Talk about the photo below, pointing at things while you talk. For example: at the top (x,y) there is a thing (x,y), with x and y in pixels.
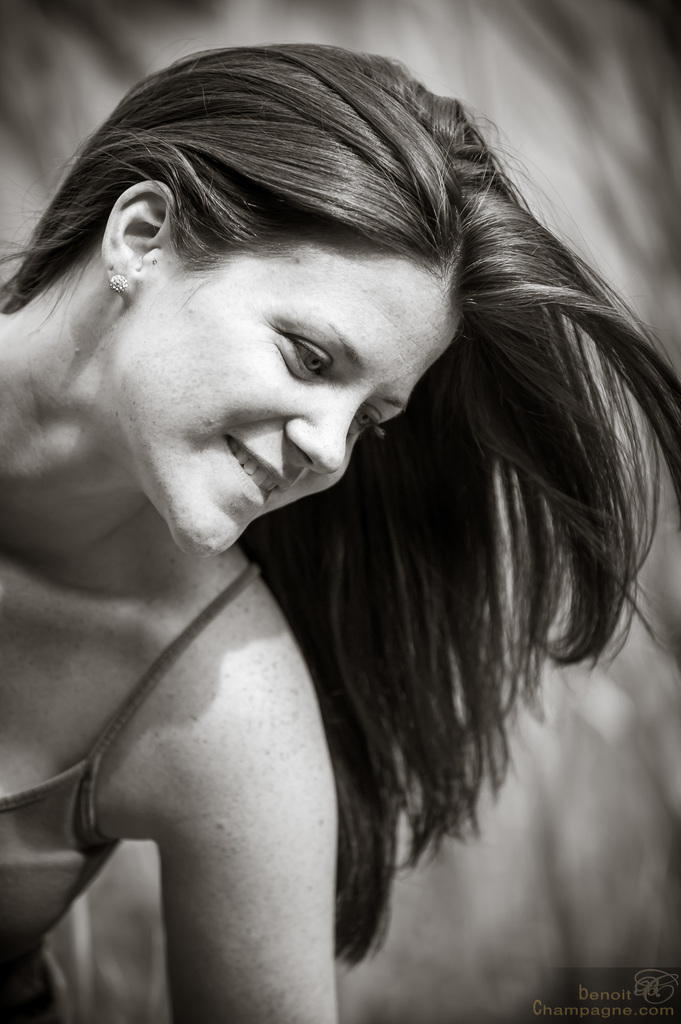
It is a black and white image. In this image we can see a woman (197,686) smiling. In the bottom right corner (604,1009) we can see the text (615,993) and also the logo (642,980). The background (601,857) is not clear.
